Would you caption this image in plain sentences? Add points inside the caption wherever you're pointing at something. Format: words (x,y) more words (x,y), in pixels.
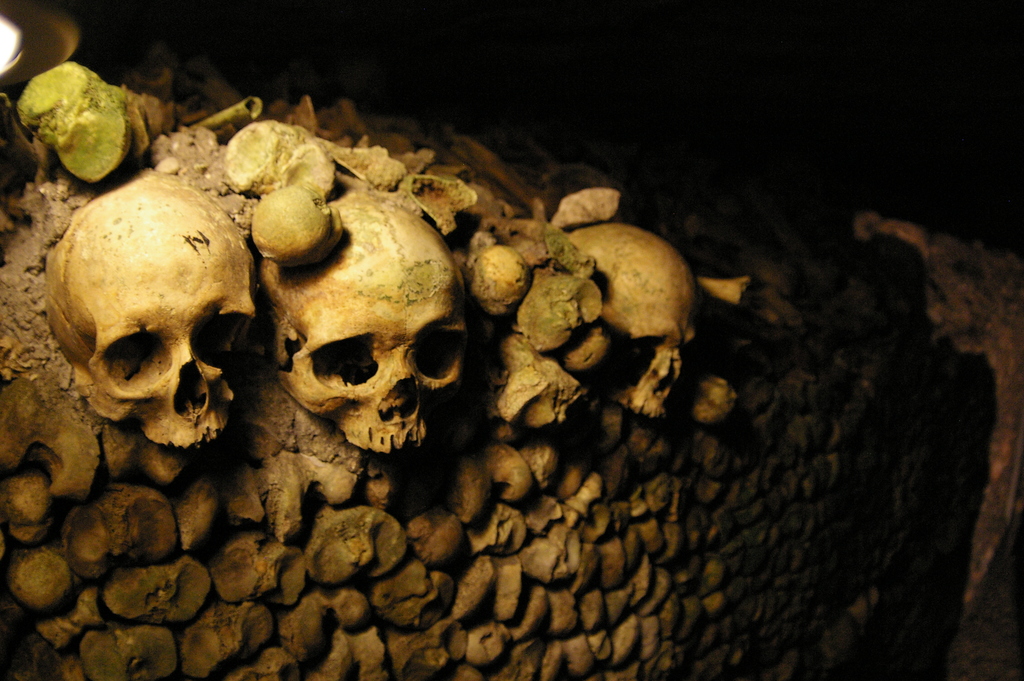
In this picture we can see skulls (395,329) and pieces of bones (268,191) in the front (170,136), it looks like a wall (973,577) in the background (942,453), there is a dark background (761,10).
